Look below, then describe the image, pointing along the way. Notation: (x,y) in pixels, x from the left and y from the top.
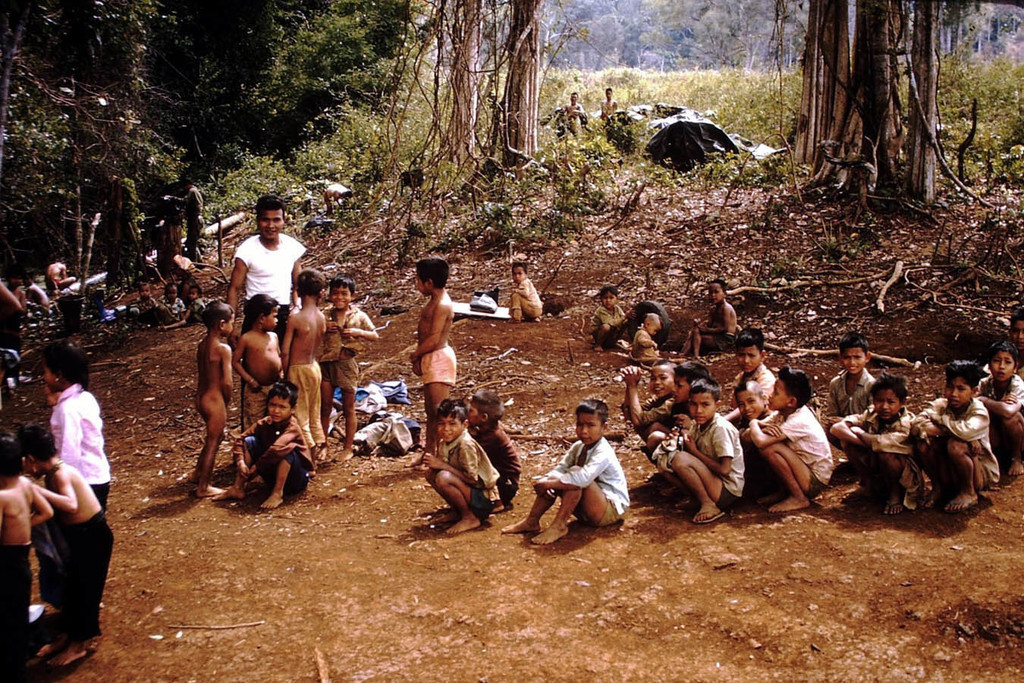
In the foreground of this image (648,466), there are persons (28,473) sitting, standing and squatting on the ground (514,625). In the background (678,148), it seems like a shelter (671,138), two persons (611,103) standing and the greenery (361,64).
